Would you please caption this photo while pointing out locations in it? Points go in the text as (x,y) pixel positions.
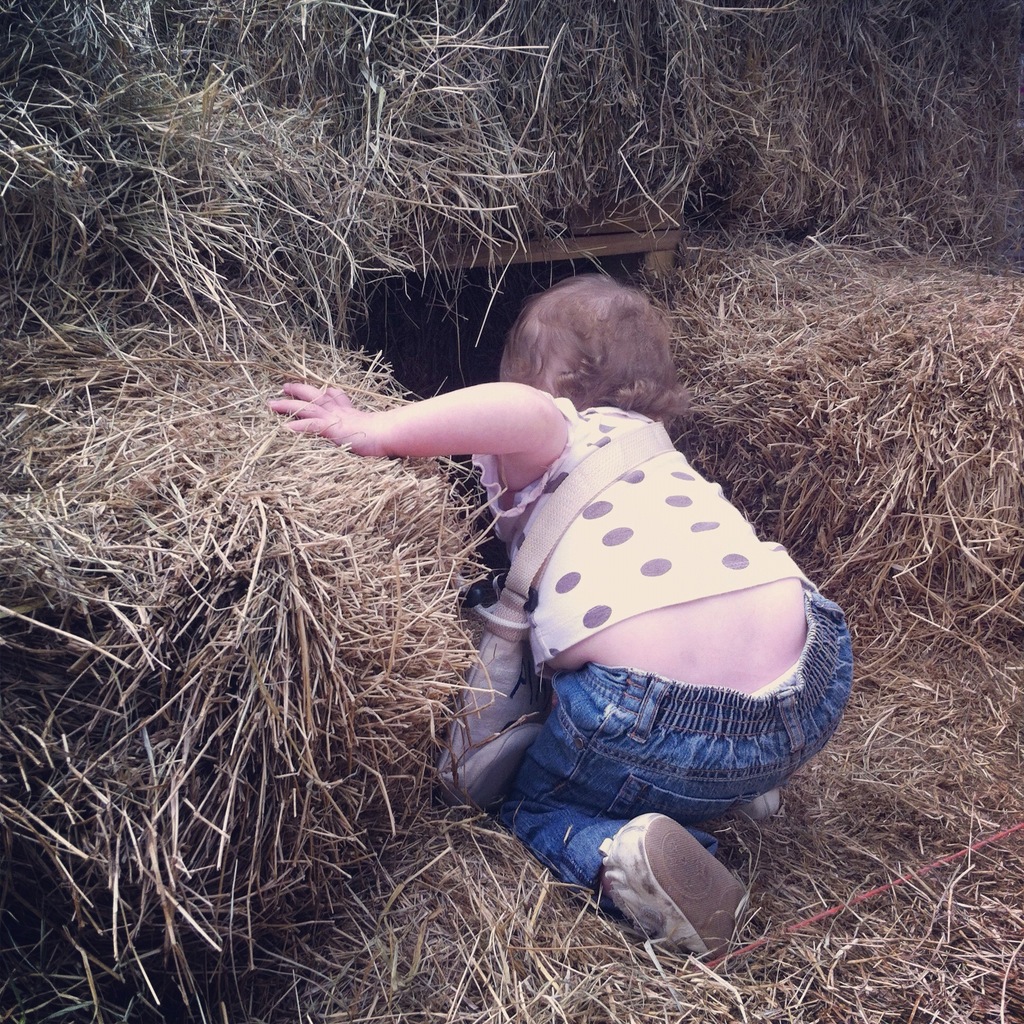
In the image in the center (372,555) we can see dry grass (311,561) and one girl (596,655) sitting and she is wearing black and white color top (594,557) and bag (474,798).
